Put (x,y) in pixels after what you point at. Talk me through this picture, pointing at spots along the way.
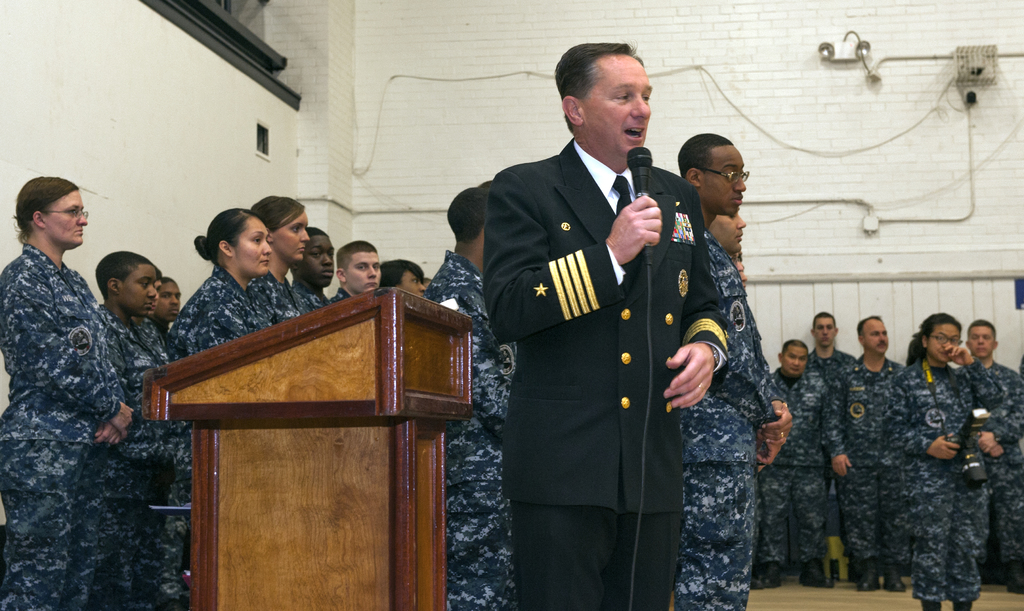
In the center of the image (495,232) there is a person (700,323) holding a mic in his hand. He is wearing a suit (548,370). In the background of the image (60,282) there are many people (730,367) wearing a uniform (793,378). There is a podium (237,602). In the background of the image (468,101) there is a wall (842,114) with wires (846,152).
